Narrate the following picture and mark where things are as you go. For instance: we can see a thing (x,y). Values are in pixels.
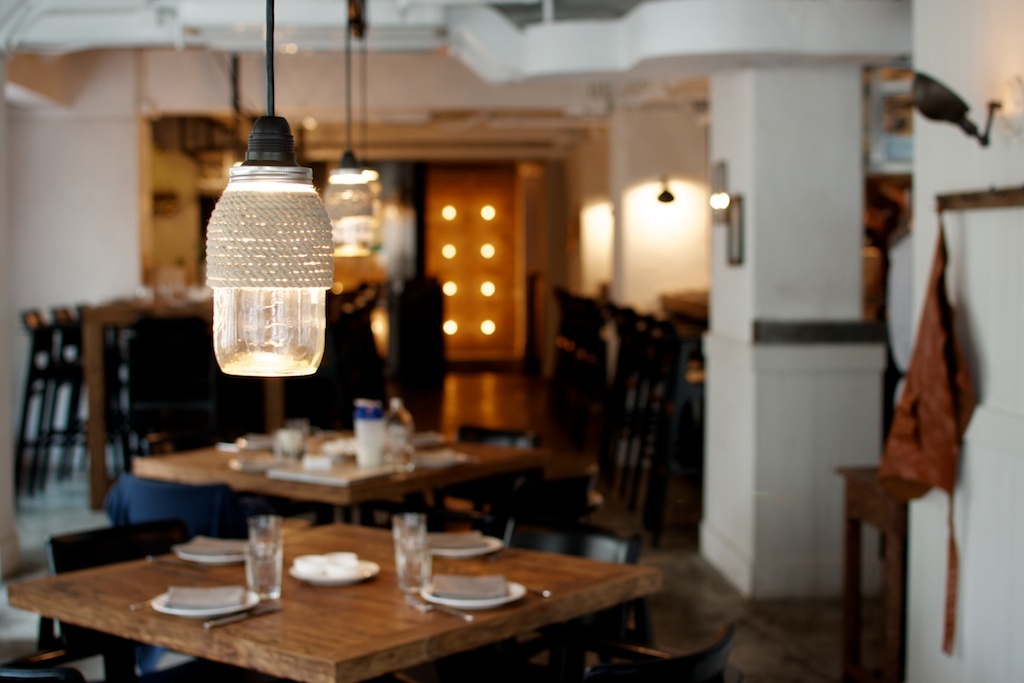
This image is blurred. In the image we can see there are tables (362,591) and chairs (639,662), on the table (503,622) there are glasses (398,562), plates (469,603) and spoons (469,618). This is a pillar (838,324), floor (787,633) and light (316,335).
